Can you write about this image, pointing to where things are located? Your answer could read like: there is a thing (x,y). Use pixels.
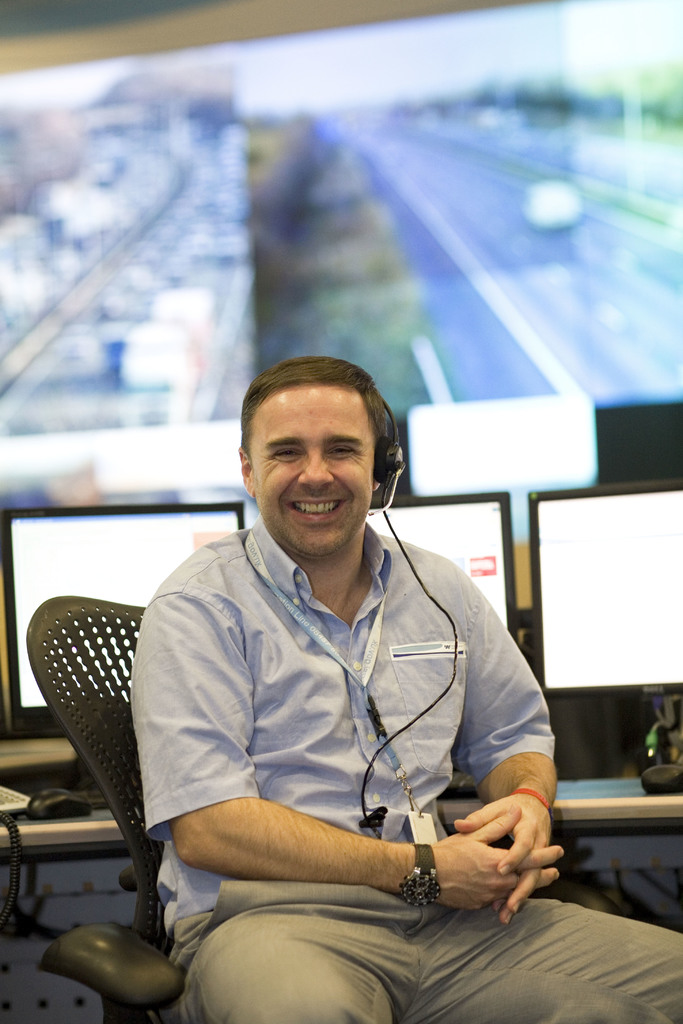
Here is the man (207,746) sitting on the chair (114,735) and smiling. He put the headset (392,455) on his head (340,530). He wore wrist watch (422,864) to his hand (468,878). At background (107,597) I can see three monitors (455,514) on the table (624,795). These are the mouse (56,805). This is the screen (333,214).
